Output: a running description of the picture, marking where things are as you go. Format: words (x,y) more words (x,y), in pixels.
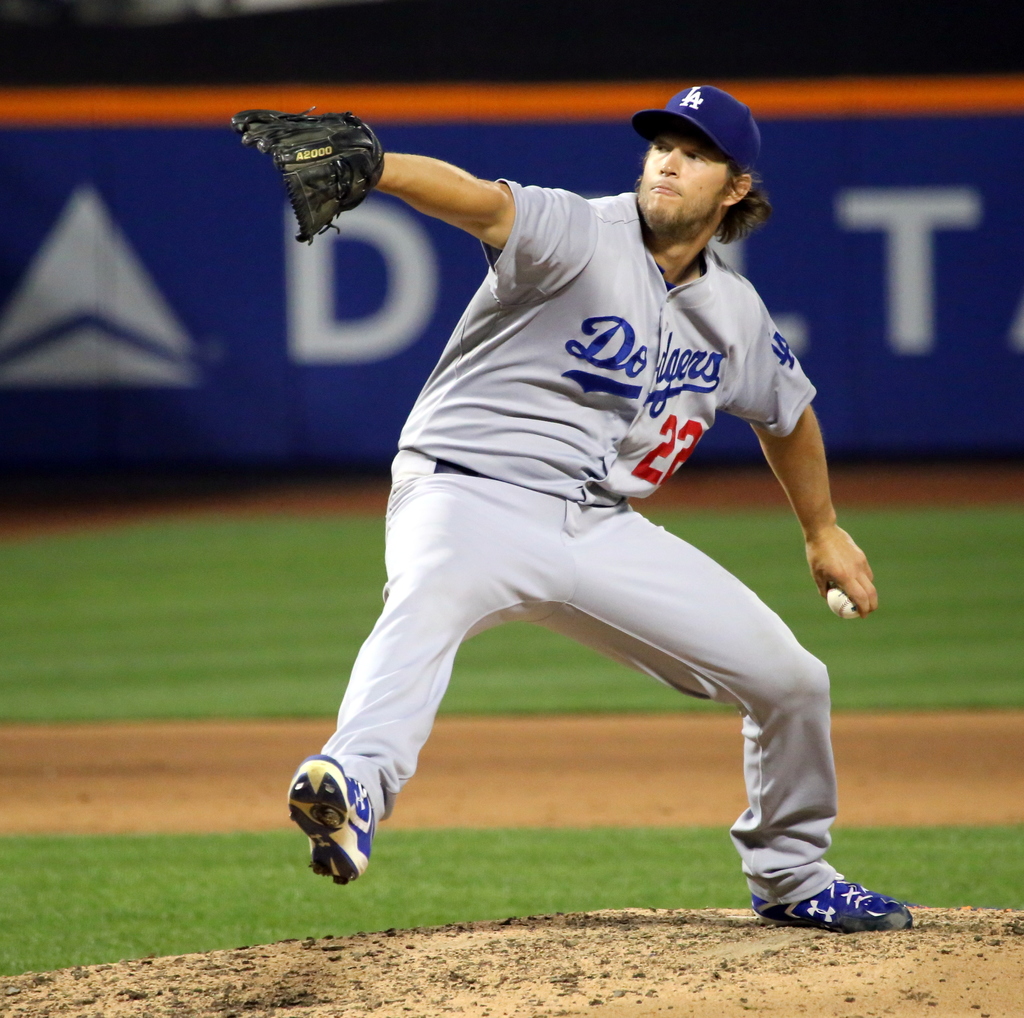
In the image I can see a person (565,314) who is wearing the gloves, hat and holding something in the hand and also I can see a poster (61,228) behind the person (743,275).
